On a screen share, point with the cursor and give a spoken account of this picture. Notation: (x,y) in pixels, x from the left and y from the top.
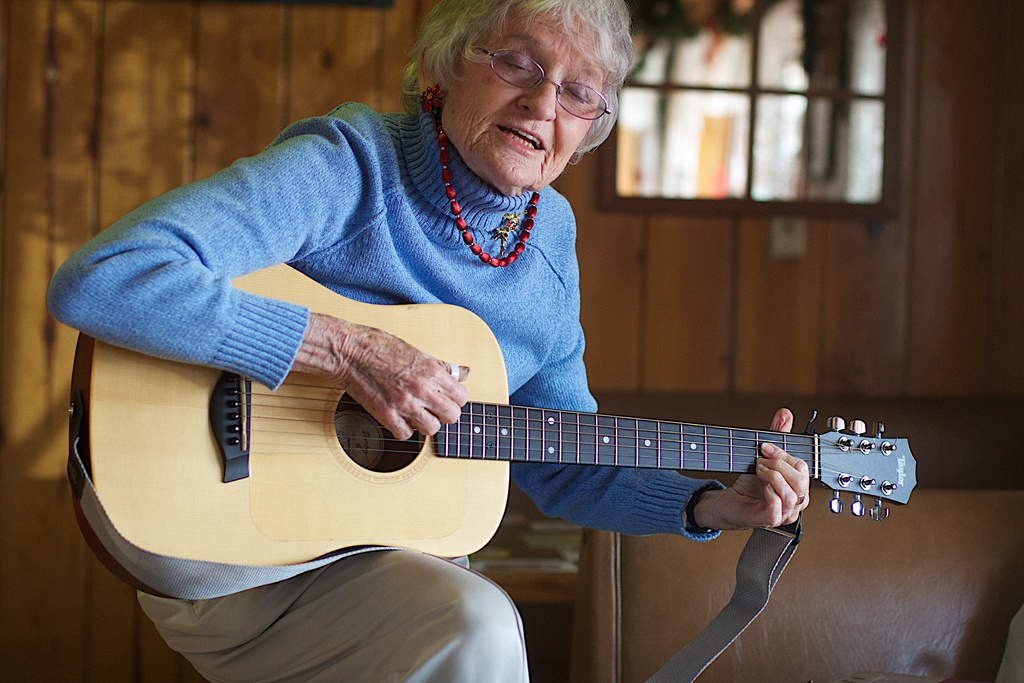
There is a woman (425,160) who is holding a guitar (482,321) in her hand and the woman (513,199) is having a spectacles (522,78) and in the background (198,54) we can see a wall (164,86) which has a window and the woman (431,270) in the foreground (431,270) the woman (406,266) is singing while playing the guitar (476,333). And on the top right corner (852,147) we can see a window (756,133).
